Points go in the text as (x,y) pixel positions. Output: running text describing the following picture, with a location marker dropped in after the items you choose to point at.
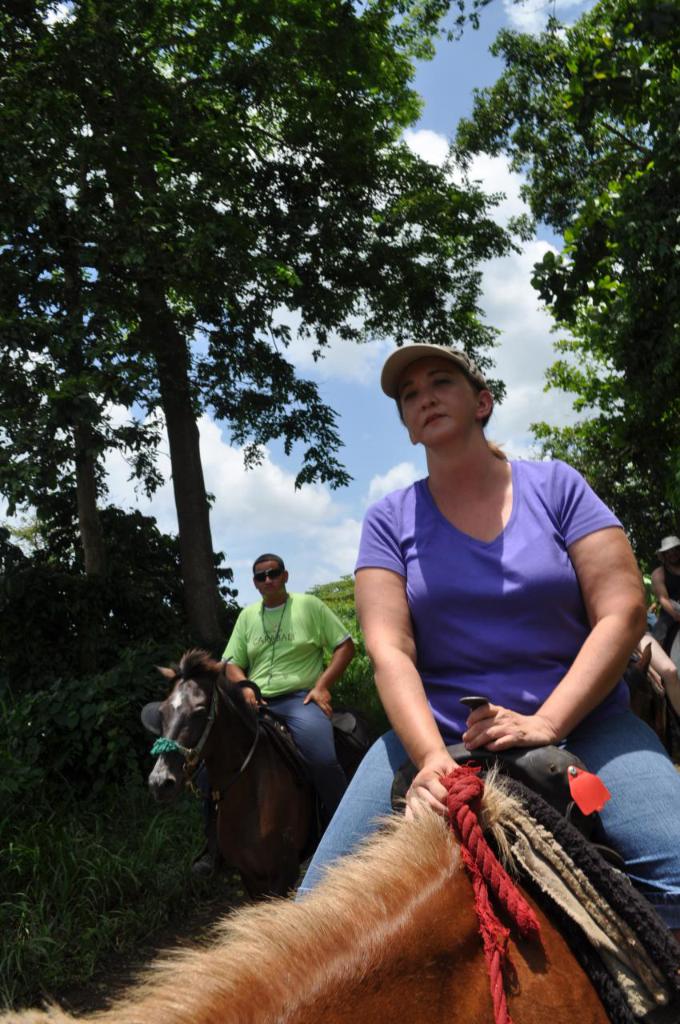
Here we can see few people (461,716) are horse riding. In the right (485,551) one lady (447,385) wearing a cap (447,355) and a purple t-shirt (540,572) is there. In the background (142,192) there are trees (519,117). The sky (506,219) is having some cloud (513,281).
